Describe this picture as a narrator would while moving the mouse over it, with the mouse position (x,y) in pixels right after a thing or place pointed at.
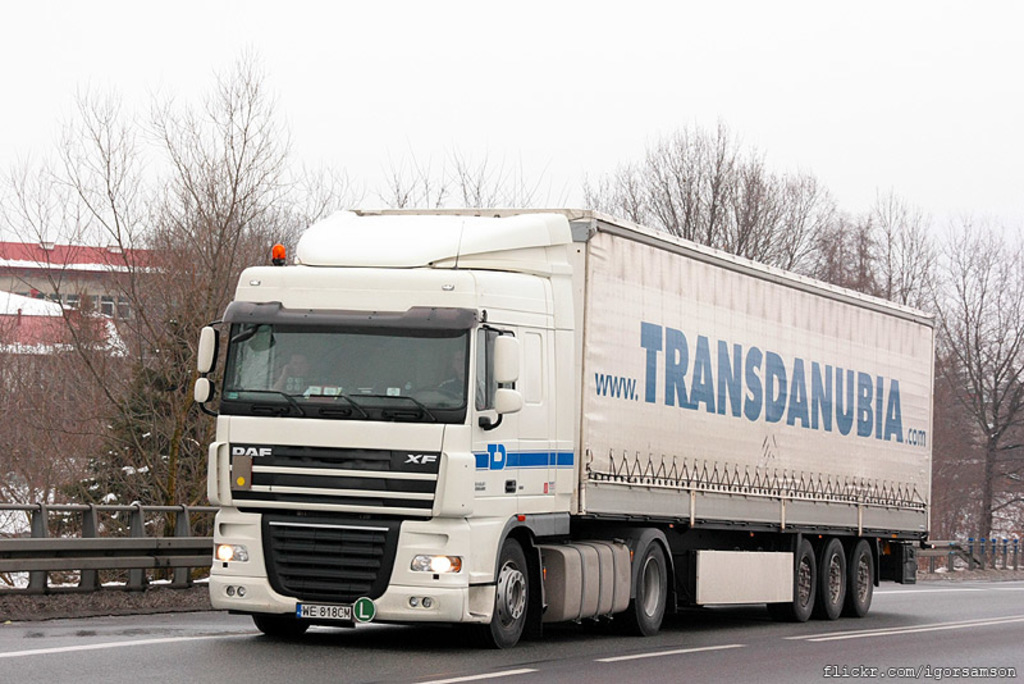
In this image in front (235,542) there is a vehicle (221,550) on the road (665,637). Behind the vehicle (348,566) there is a fence (162,549). In the background of the image (162,413) there are trees (225,253), buildings (145,258) and sky (526,29). There is some text (1008,676) on the right side of the image (1002,664).
